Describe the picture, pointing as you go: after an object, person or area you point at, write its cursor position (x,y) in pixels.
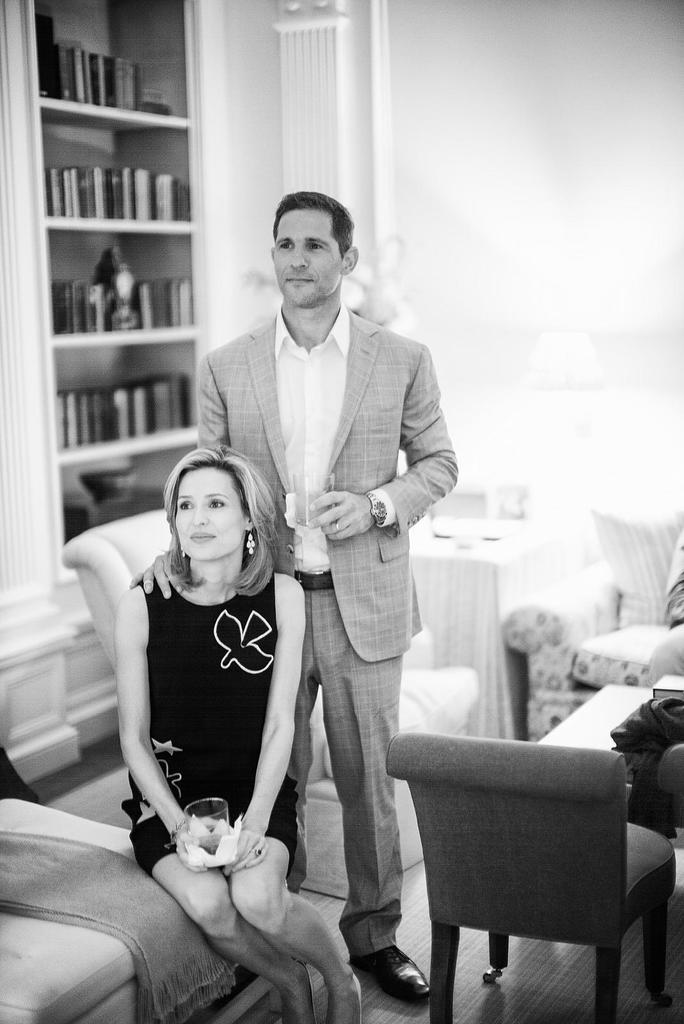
In this image, we can see woman (247,638) is smiling, she sat on the chair (155,881). She hold something in his hand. And middle, the man (309,455) is smiling, he hold glass (307,508). On right side (555,648), we can see few chairs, table (487,545), few items (514,515) are placed on it. Left side, there is a big bookshelf (109,136) that is filled with books (134,320). And back side, we can see wall (363,172).
